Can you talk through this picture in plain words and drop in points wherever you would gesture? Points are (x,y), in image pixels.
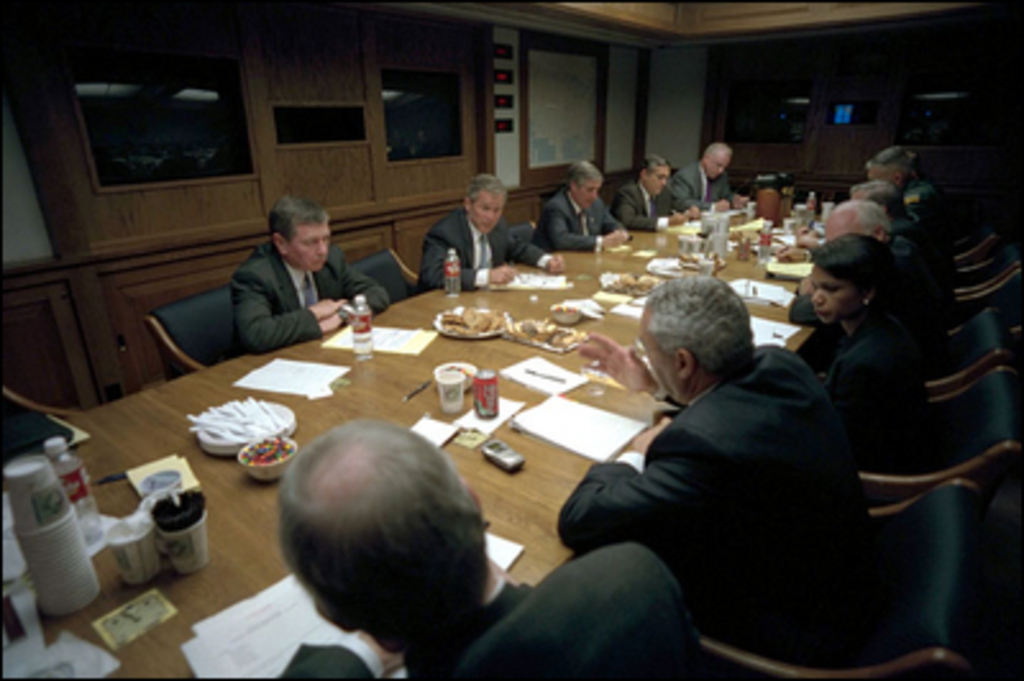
In this image we can see the people (426,462) sitting in the chairs (387,274). And we can see the bottles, papers (550,420) and some objects (159,504) on the table (521,300). And we can see the cupboards (369,240). And we can see the door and windows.
